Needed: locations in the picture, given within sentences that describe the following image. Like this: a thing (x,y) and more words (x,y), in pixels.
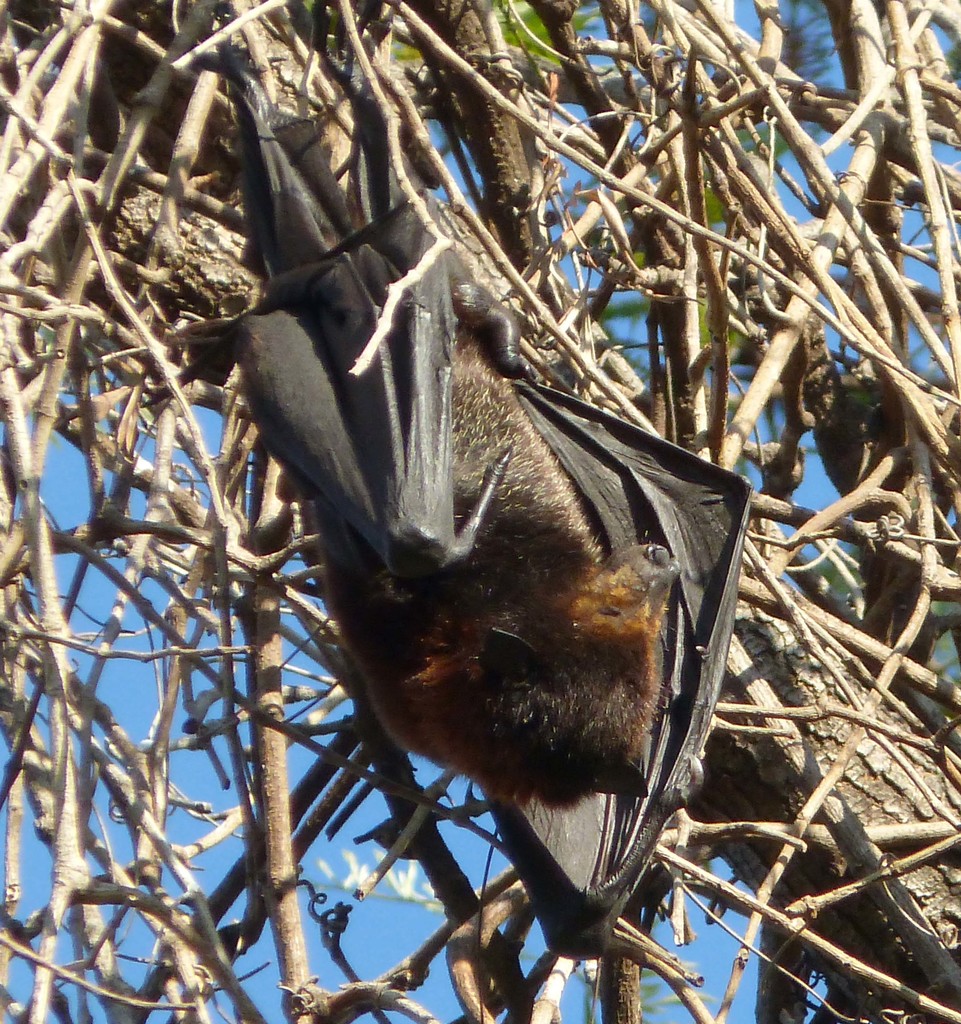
We can see bat (461,544) and branches (652,339). In the background (644,1016) we can see leaves (543,53) and sky (839,69).
